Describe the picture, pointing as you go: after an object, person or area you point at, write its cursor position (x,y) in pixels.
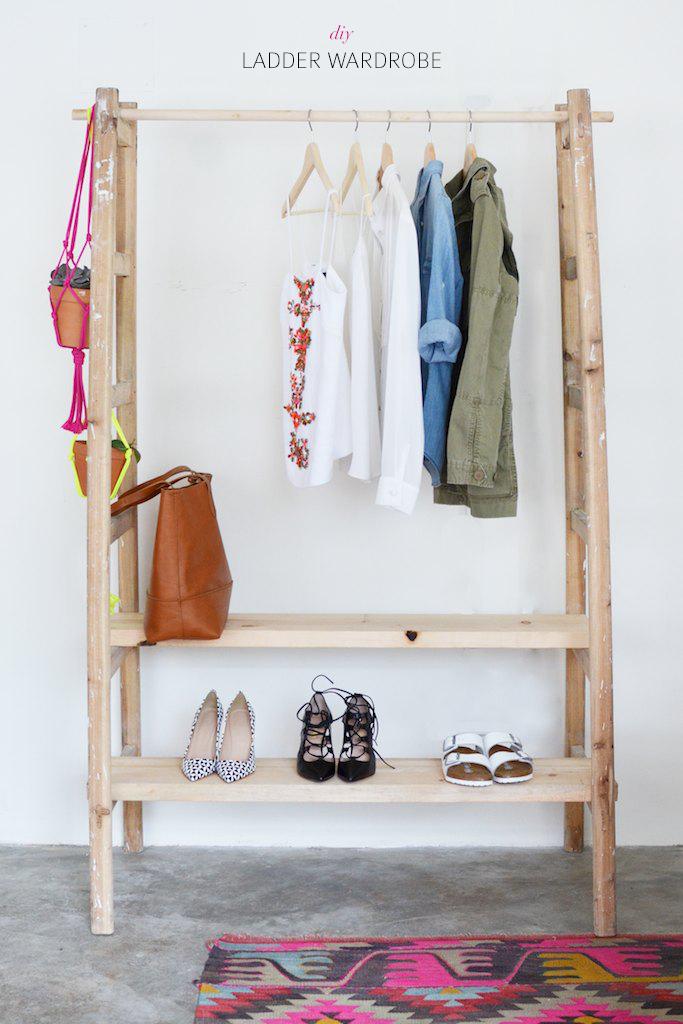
This image consists of a rack (136,610) made up of wood (140,820). To which the clothes (402,372) are being hanged. At the bottom (513,778), there are footwear (468,768) kept in the rack (128,615) along with a bag (152,607). On the left (65,327), we can see the potted plants (87,305). At the bottom (181,934), there is a floor (166,979) on which there is a floor mat (410,982).
